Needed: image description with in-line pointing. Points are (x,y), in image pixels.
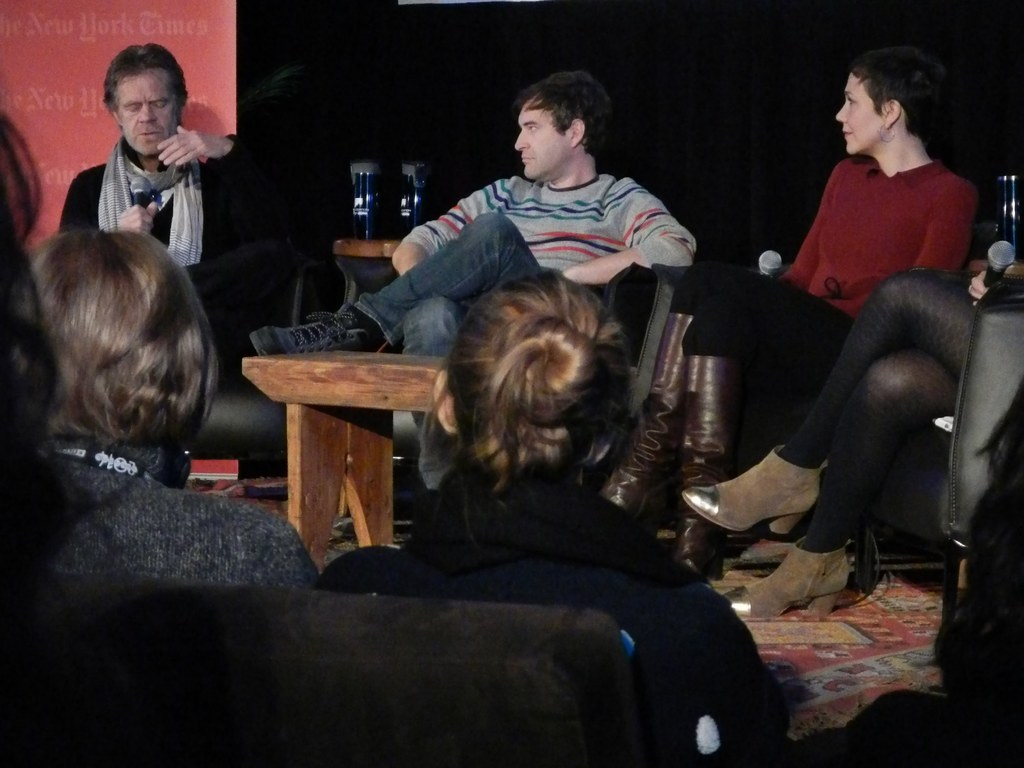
Here we can see 3 people (935,245) sitting on chairs (616,311) and the person (185,217) on the left side (174,191) is holding a microphone (138,196) and speaking something and in front of them there are people (646,710) sitting on chairs (112,595).
